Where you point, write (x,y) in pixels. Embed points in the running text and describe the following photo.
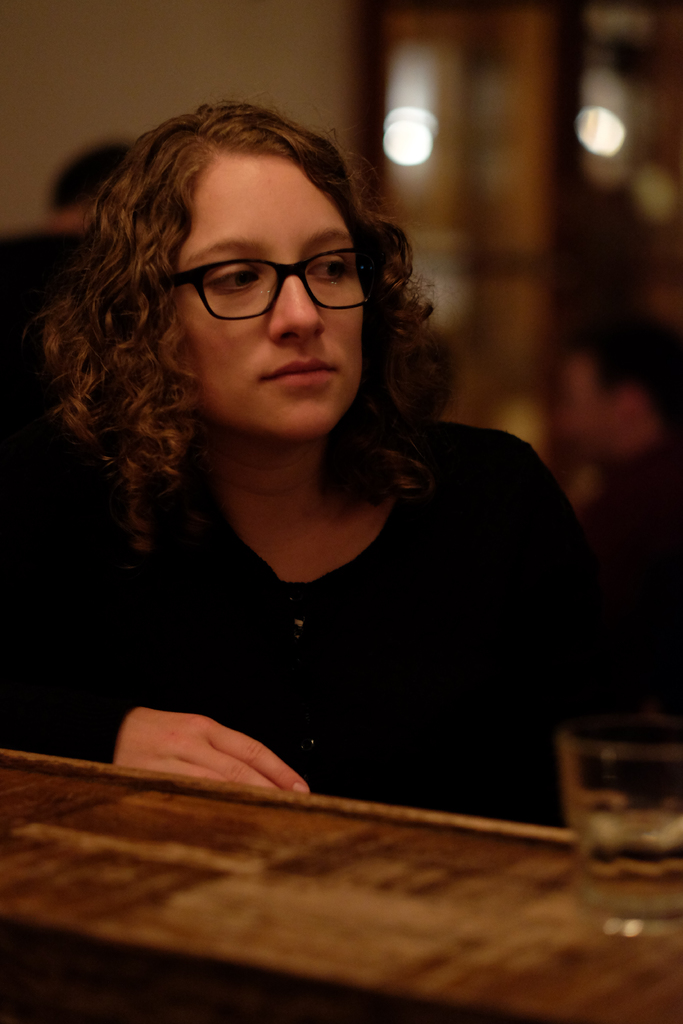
There is a woman (238,595) looking at right side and wore spectacle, in front of this woman (304,684) we can see glass (607,810) on the table (656,938). In the background (625,100) it is blur.
